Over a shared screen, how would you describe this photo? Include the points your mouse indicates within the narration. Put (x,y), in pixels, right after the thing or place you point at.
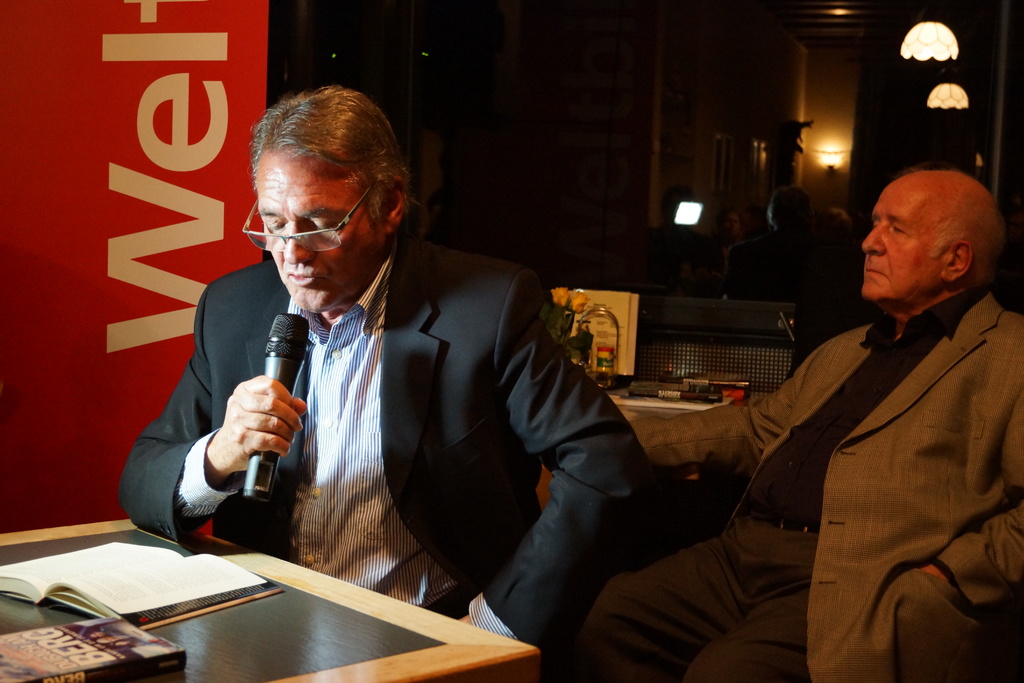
In this image we can see two persons (631,465) wearing suits (602,436) which are of different colors, a person (481,444) wearing blue color suit (389,412) holding microphone (274,376) in his hands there are some books (135,629) on the table (232,545) and in the background of the image (663,191) there is mirror (669,207) and some objects (651,383) on the table (654,397).
